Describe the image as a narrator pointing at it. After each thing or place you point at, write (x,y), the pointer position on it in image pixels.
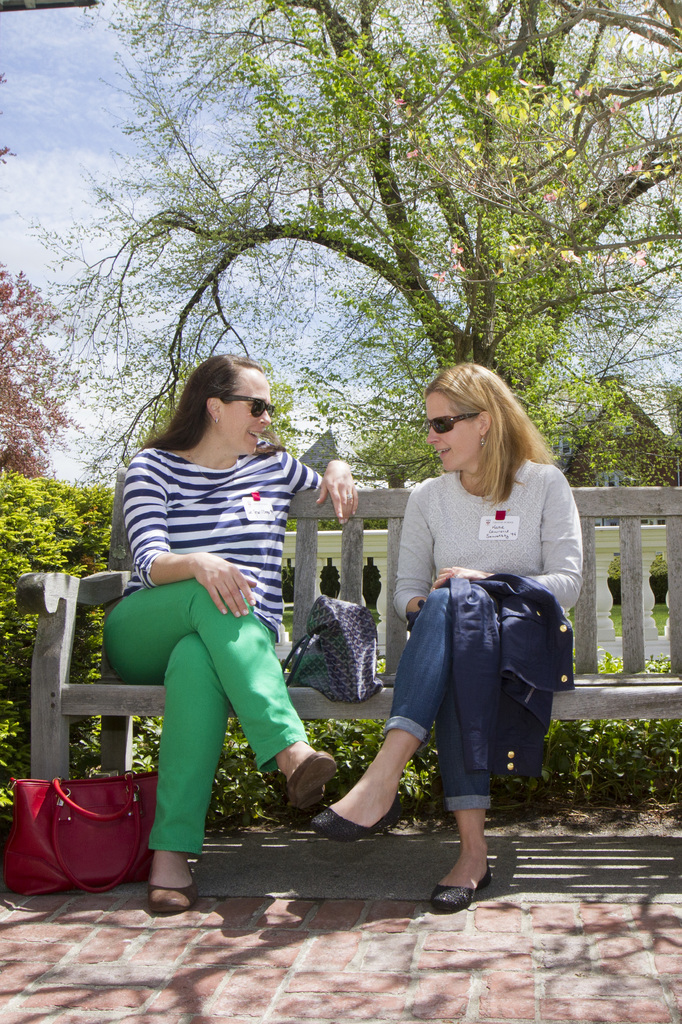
In this picture, we can see two ladies (184,566) sitting on the bench (643,660), and we can see some objects (121,683) on the ground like bench (121,740), bag (84,780) we can see a bag (326,621) on the bench (48,649), we can see some black color objects (557,638), and we can see some plants (6,596), trees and the sky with clouds (130,300).
